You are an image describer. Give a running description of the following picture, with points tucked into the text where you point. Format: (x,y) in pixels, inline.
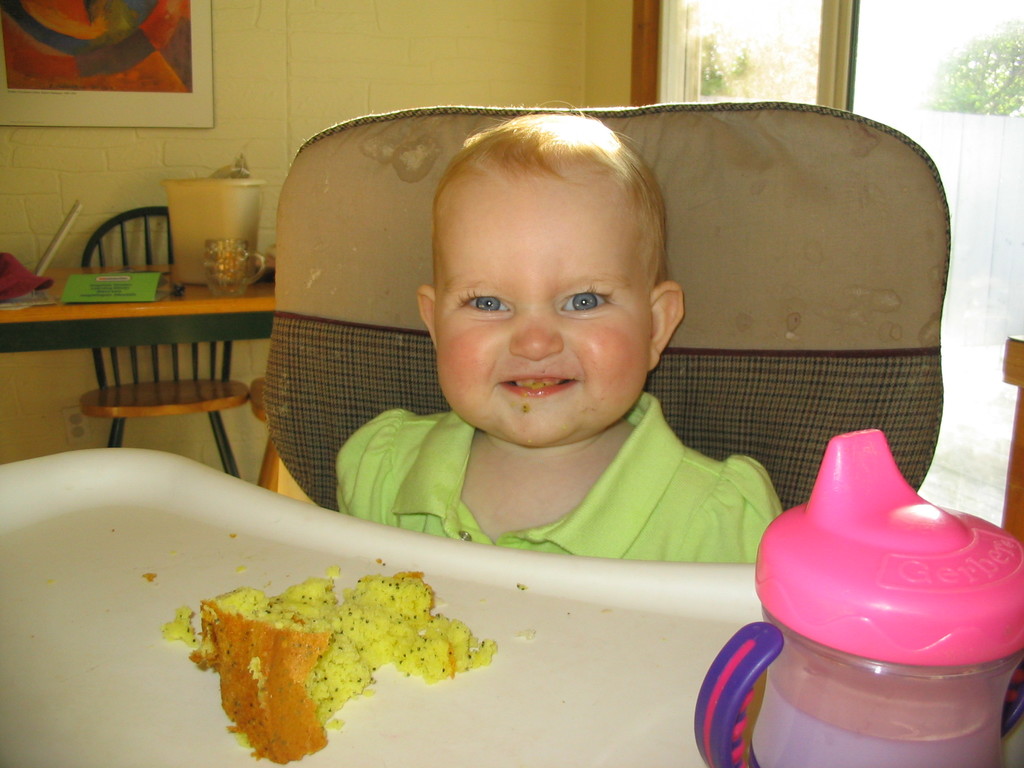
In this image we can see a kid (536,486) wearing green color dress (587,520) sitting on a chair (402,308) having some food item (318,583) which is on tray (262,570), there is sipper (762,605) which is of pink color and in the background of the image (72,337) there is table (167,279) on which there are some objects (151,287), there is chair (174,381) and some paintings (159,126) attached to the wall (136,175), on the right side of the image (776,78) there is glass door (776,78).
